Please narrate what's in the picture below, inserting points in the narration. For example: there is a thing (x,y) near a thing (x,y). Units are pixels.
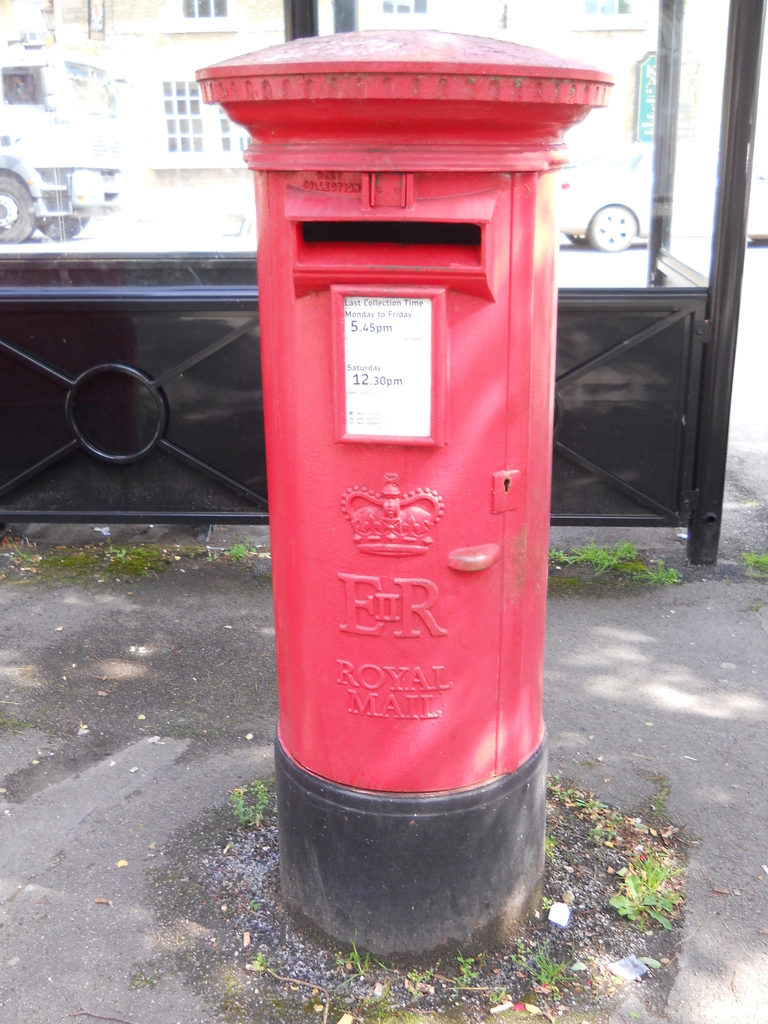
In the foreground (488,383) there is a post box (419,437), behind the post box (302,218) there is a bus stop (140,279). In the background (110,171) there are vehicles (81,133) on the road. In the center of the background (184,100) there is a building (595,23).
